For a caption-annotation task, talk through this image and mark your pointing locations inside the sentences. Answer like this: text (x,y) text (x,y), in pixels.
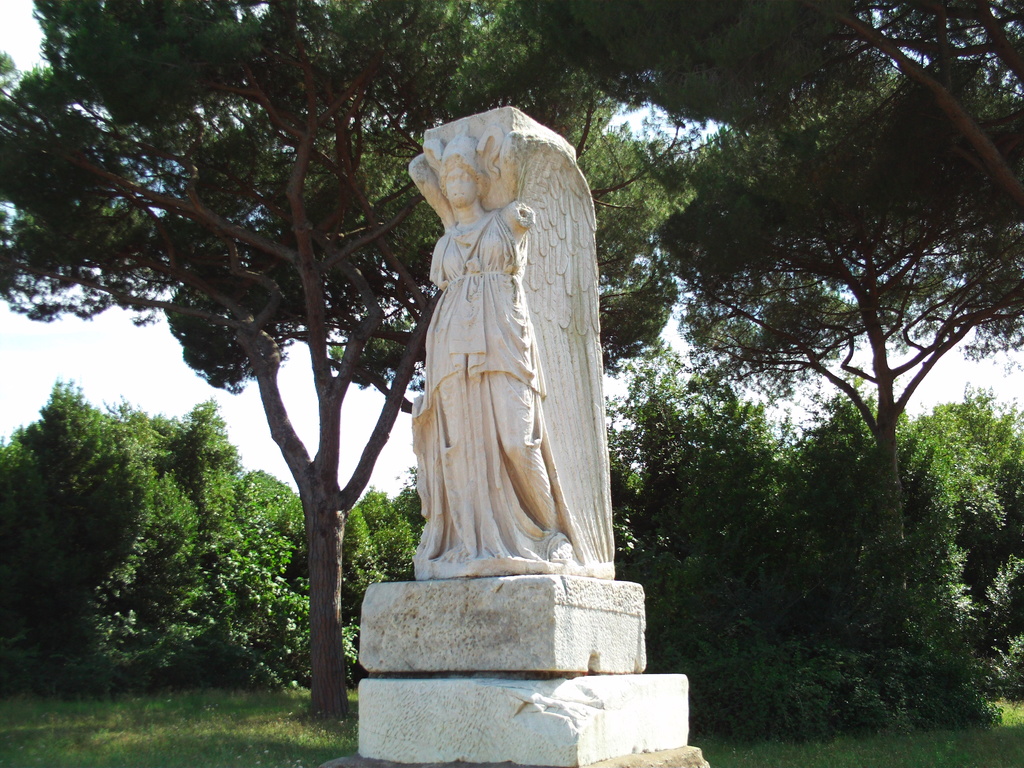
In the middle of this image (564,433), there is a statue (564,364) of a person (502,364) on a platform (461,657). In the background (768,342), there are trees (901,300) and grass (206,693) on the ground (165,722) and there are clouds (90,322) in the sky (103,333).
